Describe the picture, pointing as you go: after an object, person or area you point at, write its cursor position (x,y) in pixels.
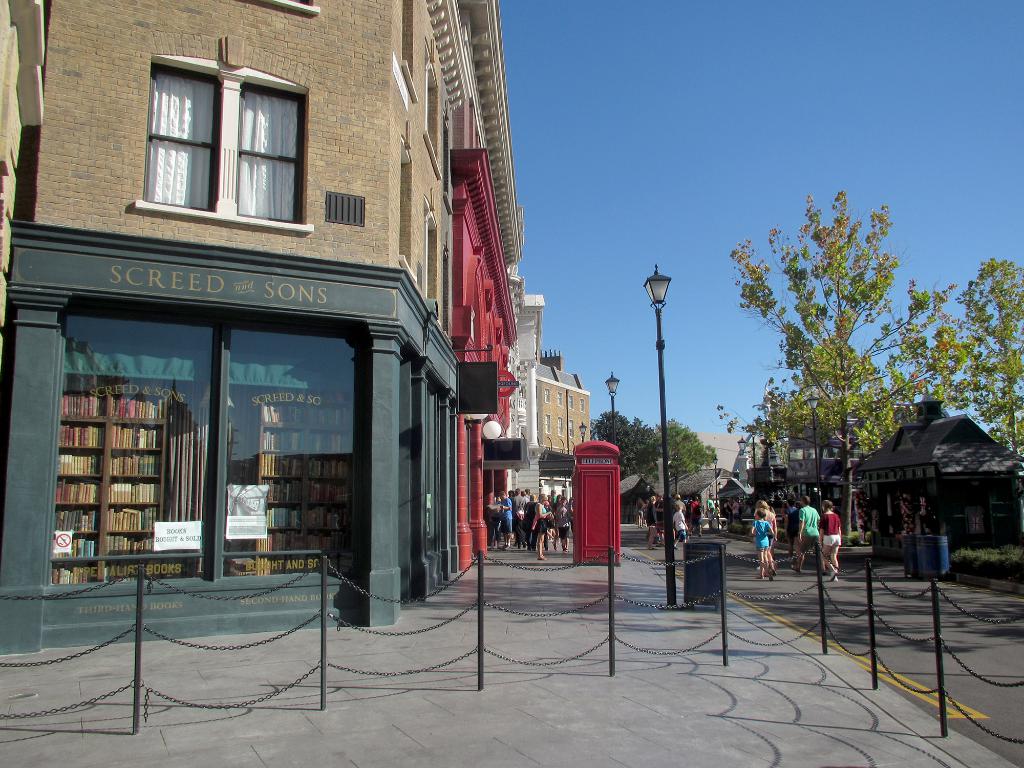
In this image, we can see people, there is a booth (601,551), fence (322,601) and there are sheds (871,485). In the background (831,364), there are lights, poles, trees (621,433) and buildings (317,387) and some posters (254,497) on the wall (398,539). At the top (692,148), there is sky (673,213) and at the bottom (822,663), there is road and sidewalk (697,691).
